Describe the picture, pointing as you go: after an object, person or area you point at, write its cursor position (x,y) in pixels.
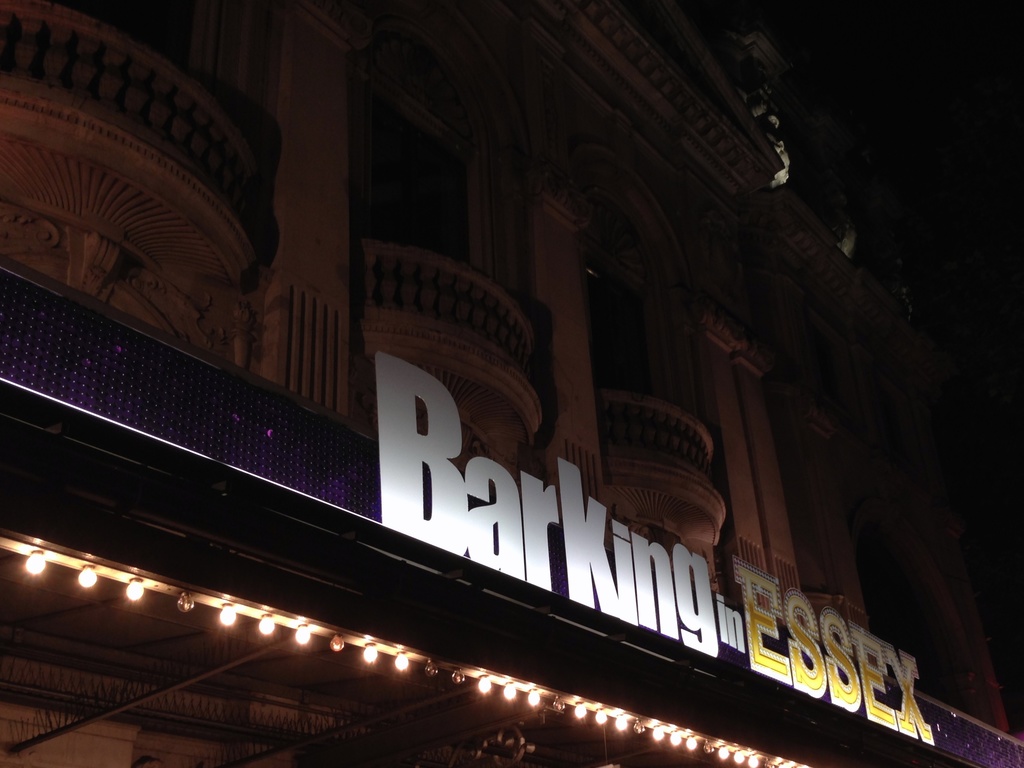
In this image in front (705,503) there is a building (660,457). At the bottom of the image (230,606) there are lights (616,722).
